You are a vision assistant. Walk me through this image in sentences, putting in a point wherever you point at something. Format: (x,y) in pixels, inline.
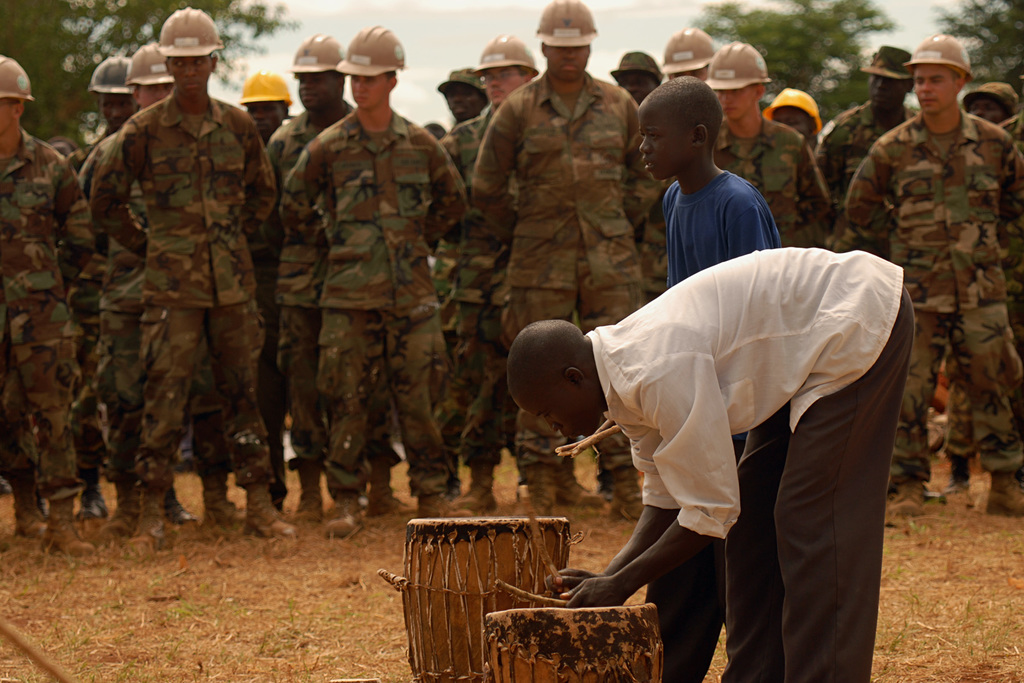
This picture is taken in an open area (404,514). In the middle (677,415) one man (687,384) wearing white shirt (676,471) is playing one musical instrument (528,579). Beside him a boy (696,138) is standing. in the background (518,223) there are many people (686,63) standing wearing cap (881,56) and uniform (351,206). There are trees (769,22) in the background (745,22). The sky (427,5) is cloudy.
